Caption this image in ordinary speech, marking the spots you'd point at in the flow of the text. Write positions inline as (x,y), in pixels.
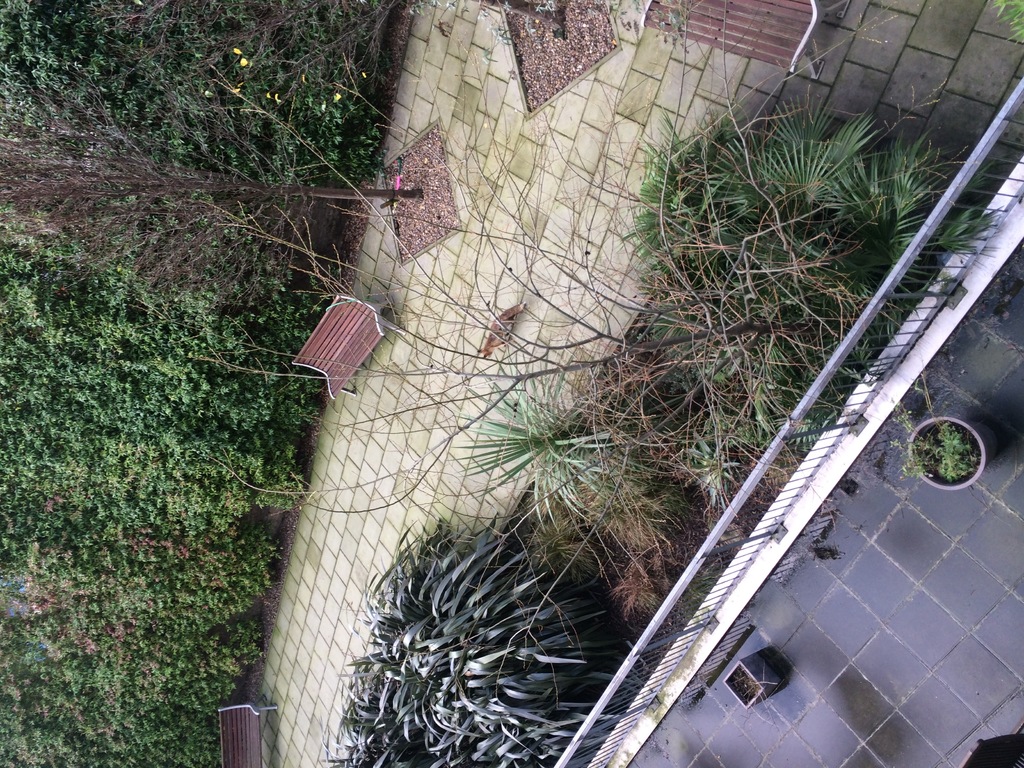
In this picture we can see trees (131,253) on the left side (124,247), there is a railing (670,646) and some plants (717,461) on the right side (810,339), we can see benches (368,351) and tiles (472,272) in the middle (441,427).
